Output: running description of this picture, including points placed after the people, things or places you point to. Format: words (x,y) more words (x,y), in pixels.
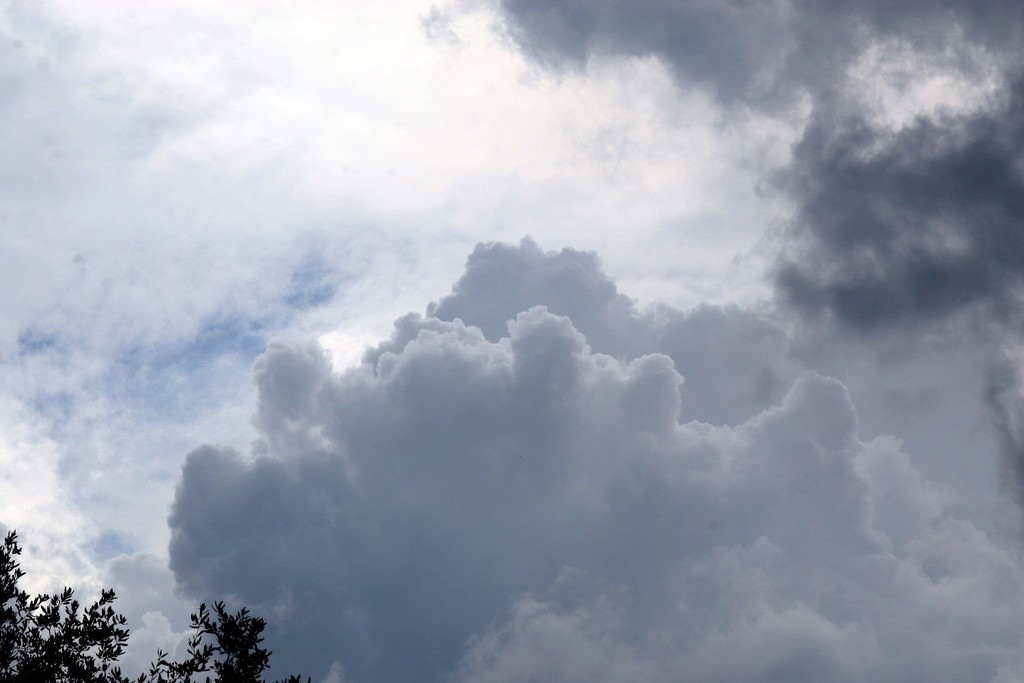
In the image there is a tree (58,645) on the left side (236,633) bottom and above its sky (450,214) with clouds (299,235).
